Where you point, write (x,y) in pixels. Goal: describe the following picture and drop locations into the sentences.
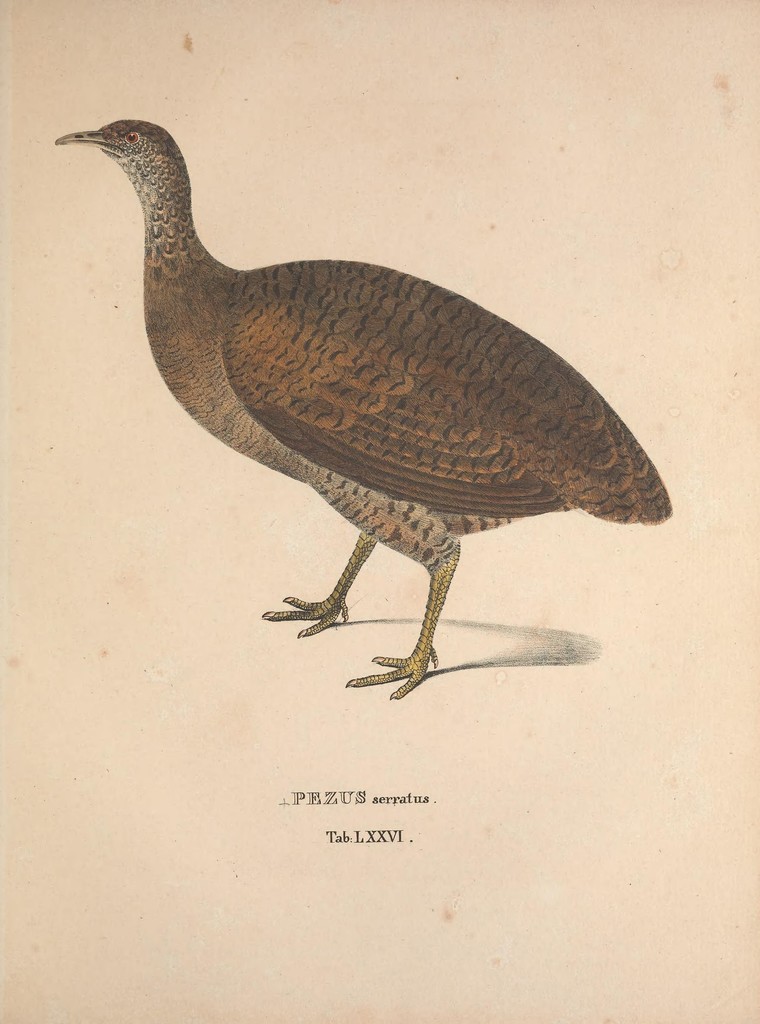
In this picture I can see the drawing (313,381) of the bird (344,354) on the paper (484,540). I can see text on it.
